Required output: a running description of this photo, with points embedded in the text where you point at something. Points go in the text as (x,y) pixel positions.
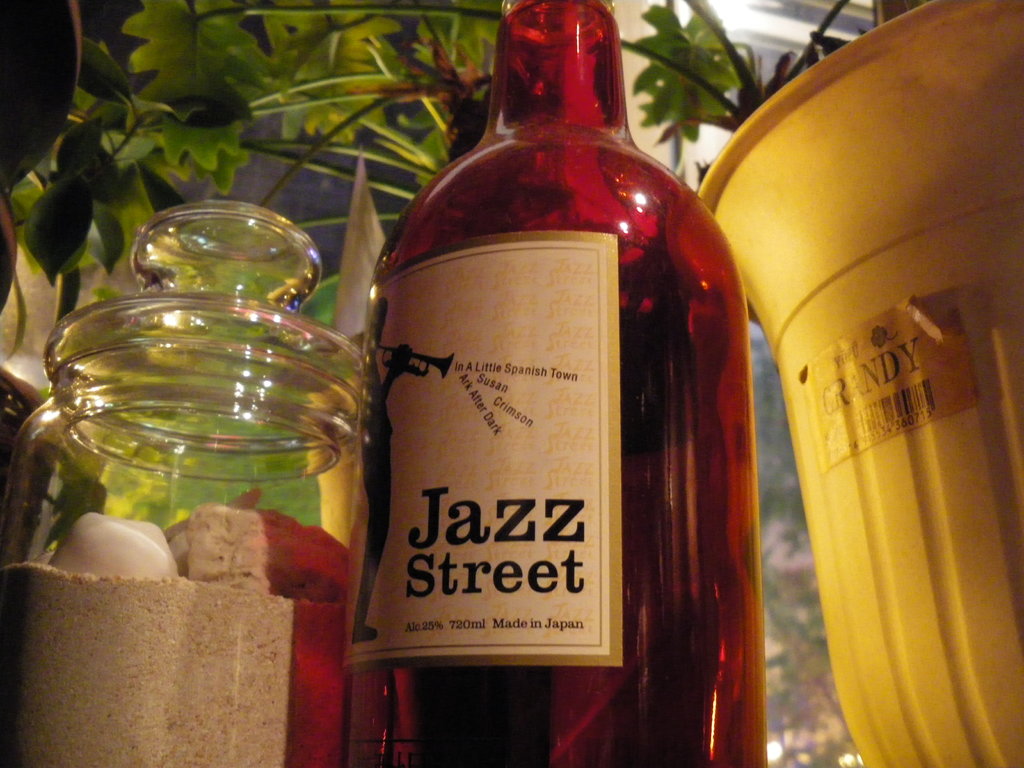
In this image I can see the bottle (472,439), glass jar (302,509), yellow color object (908,585) and few plants (425,157) around.
